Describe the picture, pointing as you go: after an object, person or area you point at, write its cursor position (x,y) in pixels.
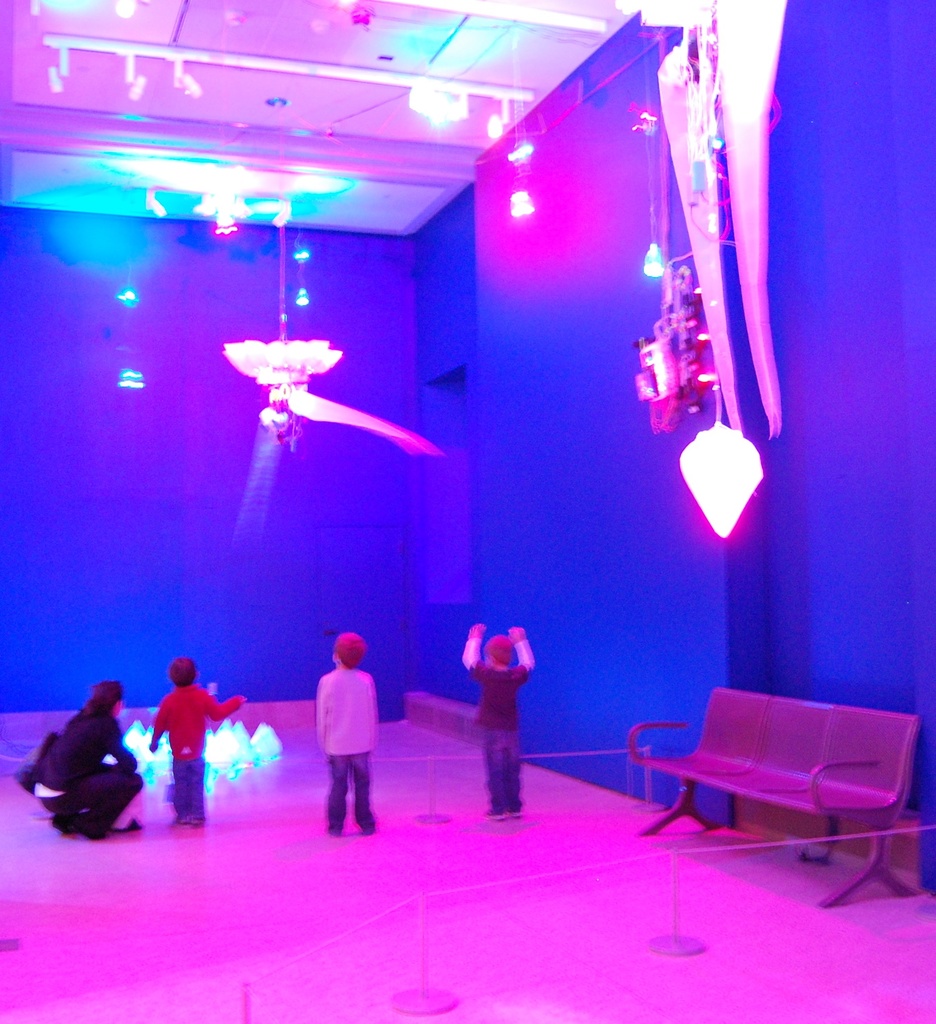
In this image there are three kids (181,776) and a woman (71,743), she is sitting on floor (465,776), beside the kid (502,773) there is a bench (683,760) at the top (148,203) there are a lights (259,370).
